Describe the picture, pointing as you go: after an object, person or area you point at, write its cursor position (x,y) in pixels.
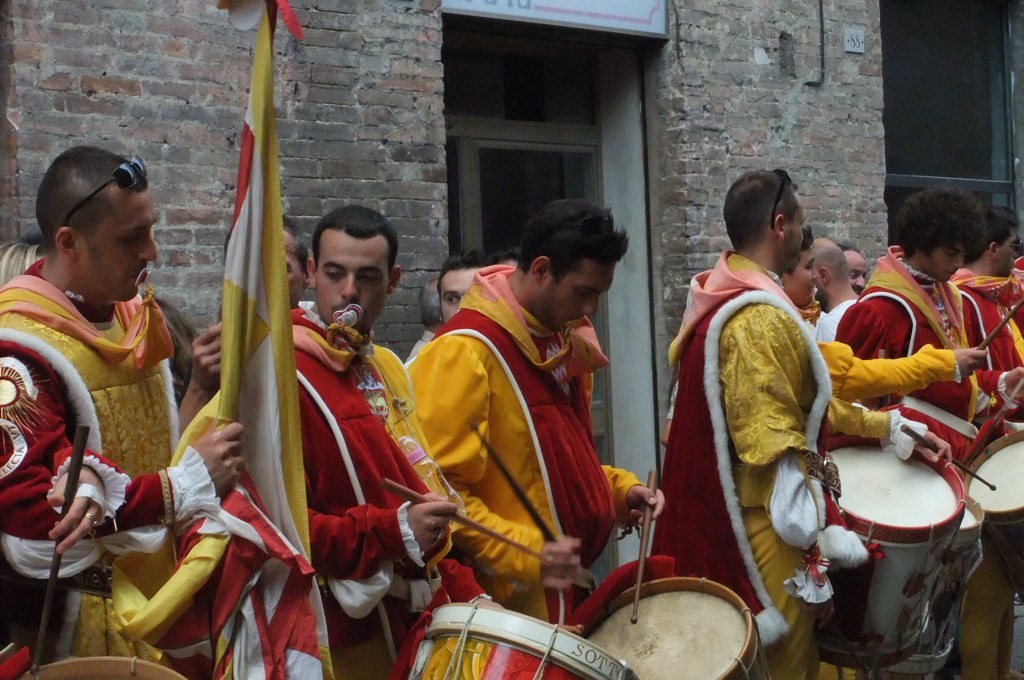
This picture describes about group of people (434,420), few people (563,463) playing drums (929,541), behind them we can see a wall (711,167), and also we can see a flag (263,309).
